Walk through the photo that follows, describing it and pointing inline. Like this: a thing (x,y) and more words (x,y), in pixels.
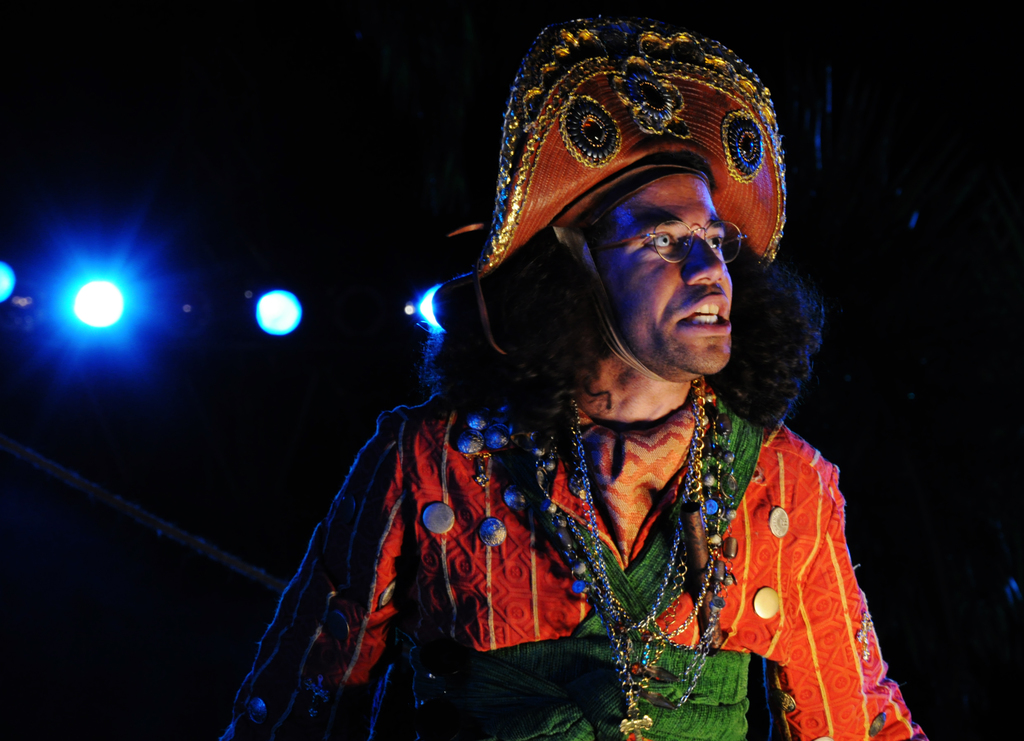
In this picture we can see a man (571,506) in the fancy dress (569,528) and behind the man (524,602) there is a dark background (328,325) and lights (283,312).
